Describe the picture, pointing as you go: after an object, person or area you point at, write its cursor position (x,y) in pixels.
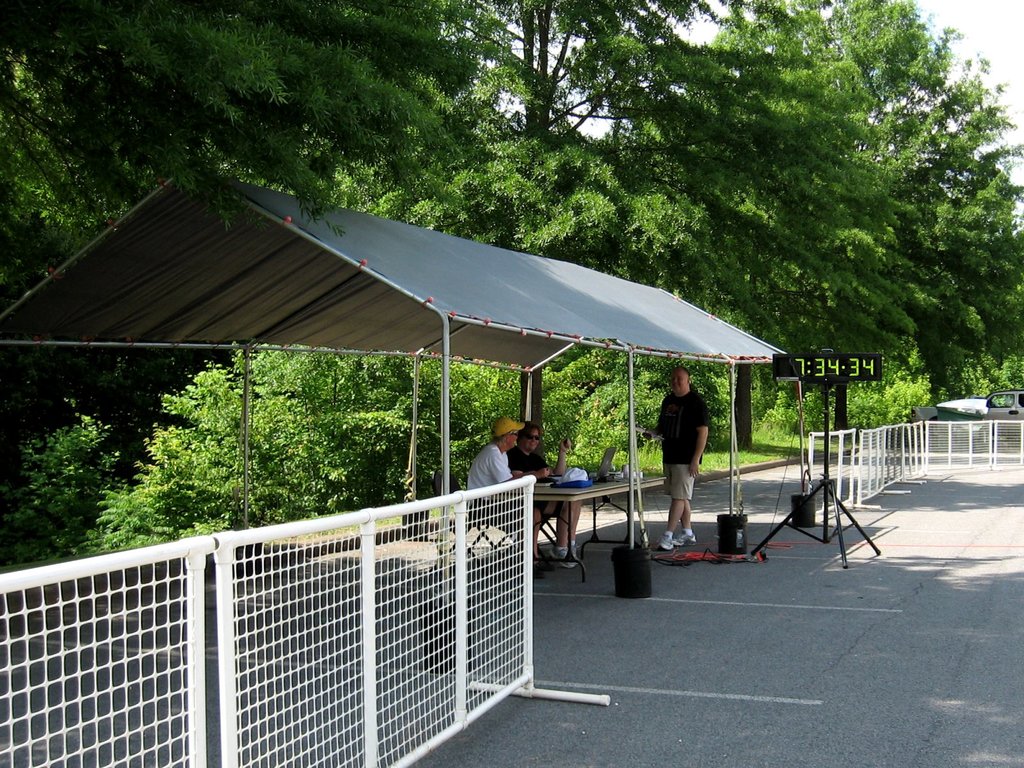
In this picture we can see two men (488,457) are sitting on the chair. A person (677,524) is standing and smiling on the path (661,491). There are few objects (563,485) on the table (598,488). We can see three black dustbins (646,584) on the path (586,614). There is some fencing (352,566) from left to right. A device (841,356) on a tripod (824,383) is visible on the path (769,495). We can see a shed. There are few trees (1023,379) and a car (1000,409) is visible in the background (1004,409).
